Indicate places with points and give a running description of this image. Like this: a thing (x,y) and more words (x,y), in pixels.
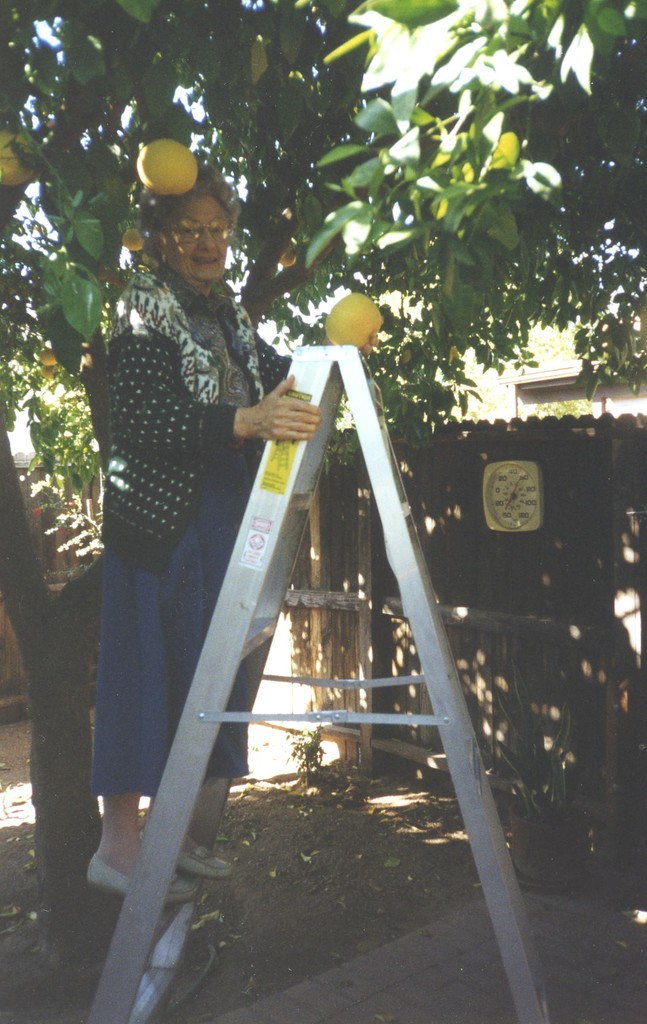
There is a woman (215,600) on the ladder (152,899). Here we can see trees (138,215), fruits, thermometer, and a shed (608,527).
